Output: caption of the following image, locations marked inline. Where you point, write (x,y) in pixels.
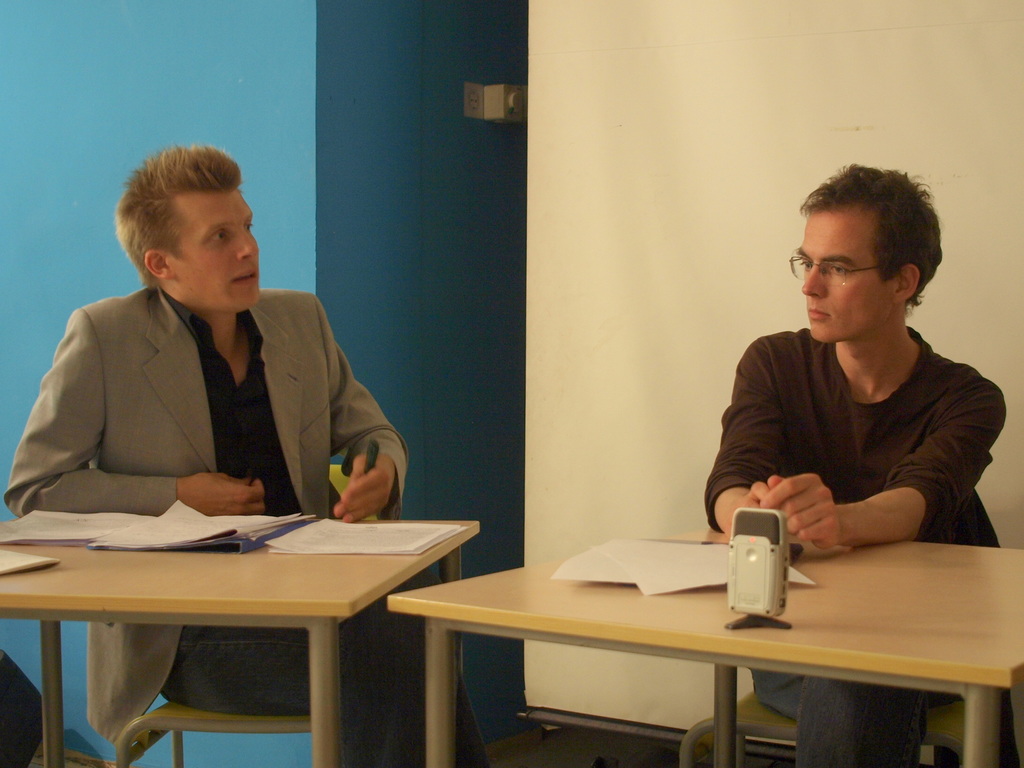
This image is taken inside a room (794,273). There are two men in this room (888,123). In the right side of the image (873,716) a man (982,406) is sitting on the chair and placing his hands (765,505) on the table (839,613) and there are few papers (706,560) and a speaker (772,603) on the table (840,596). In the left side of the image (69,416) a man (224,227) is sitting on the chair (330,466) and there is a table (139,580) and on top of it there are few books (97,546) and papers (304,552). In the background (594,64) there is a wall (509,165) and a switch board (488,103) on it.
